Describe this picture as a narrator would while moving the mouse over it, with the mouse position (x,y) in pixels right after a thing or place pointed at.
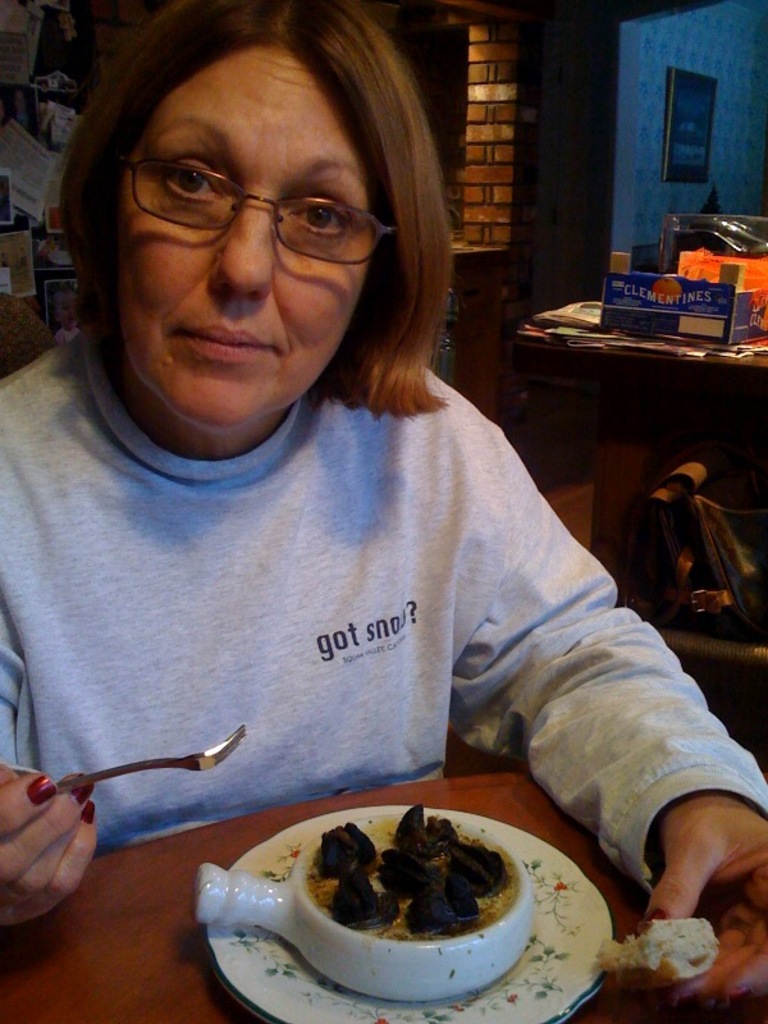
In this image I can see a person (290,740) sitting wearing gray color shirt (276,662), in front (456,871) I can see food (347,871) in the bowl (398,958) and the bowl (421,965) is in white color and I can also see the person (186,799) holding a fork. Background (672,284) I can see a cardboard box (656,277) on the table (700,364) and a frame (679,105) attached to the wall (654,117).
